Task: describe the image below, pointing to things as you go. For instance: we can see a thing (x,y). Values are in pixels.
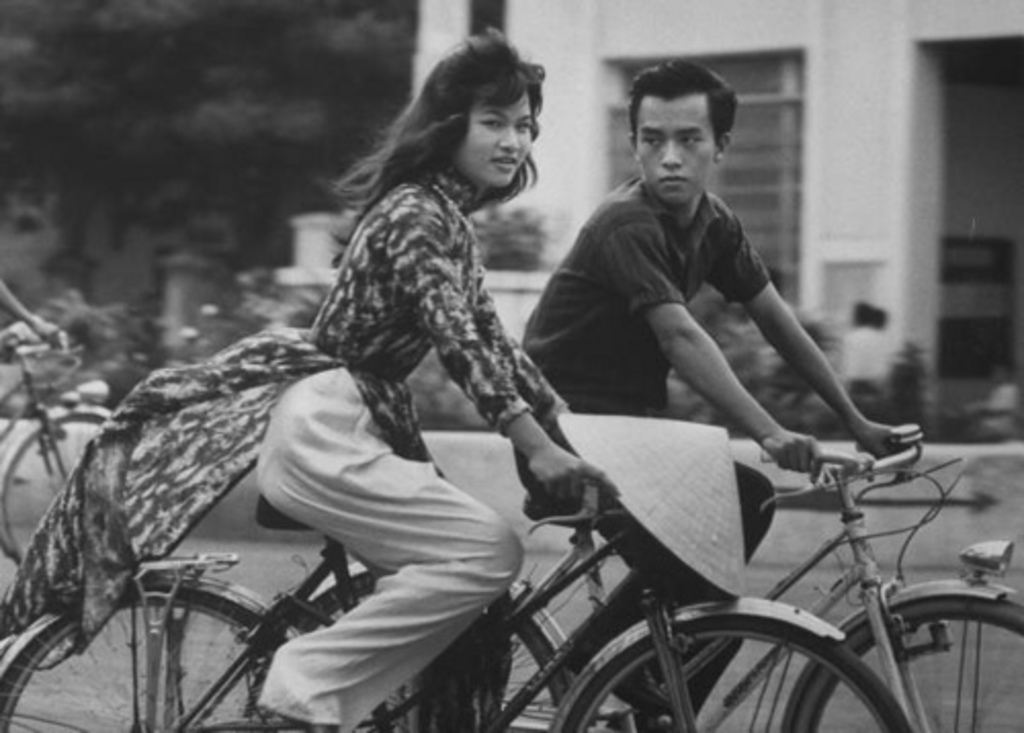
This is a black and white picture. Here we can see a women (484,160) and a man (578,281) on the bicycles (780,599). On the background (822,223) we can see a building (908,162). And this is tree (322,71) and there are some plants (908,365).
